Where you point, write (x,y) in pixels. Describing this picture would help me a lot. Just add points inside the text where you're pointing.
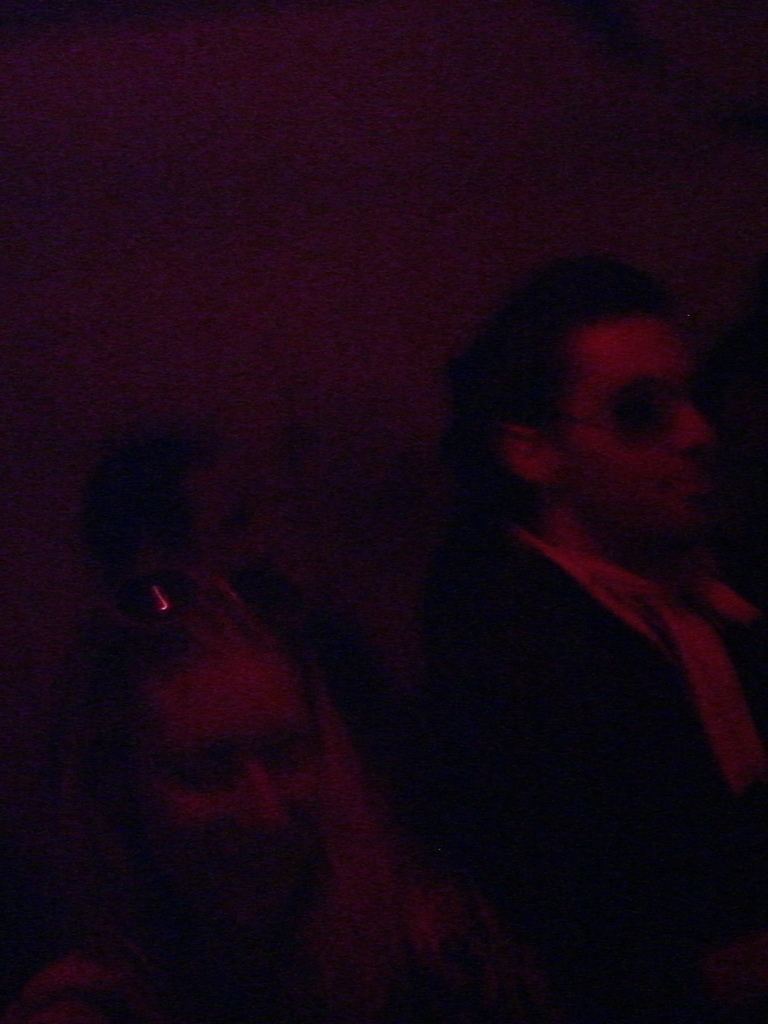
It is a dark image, it looks like there are two people (499,637) in the foreground (154,570) and behind them there is another person (155,495).
